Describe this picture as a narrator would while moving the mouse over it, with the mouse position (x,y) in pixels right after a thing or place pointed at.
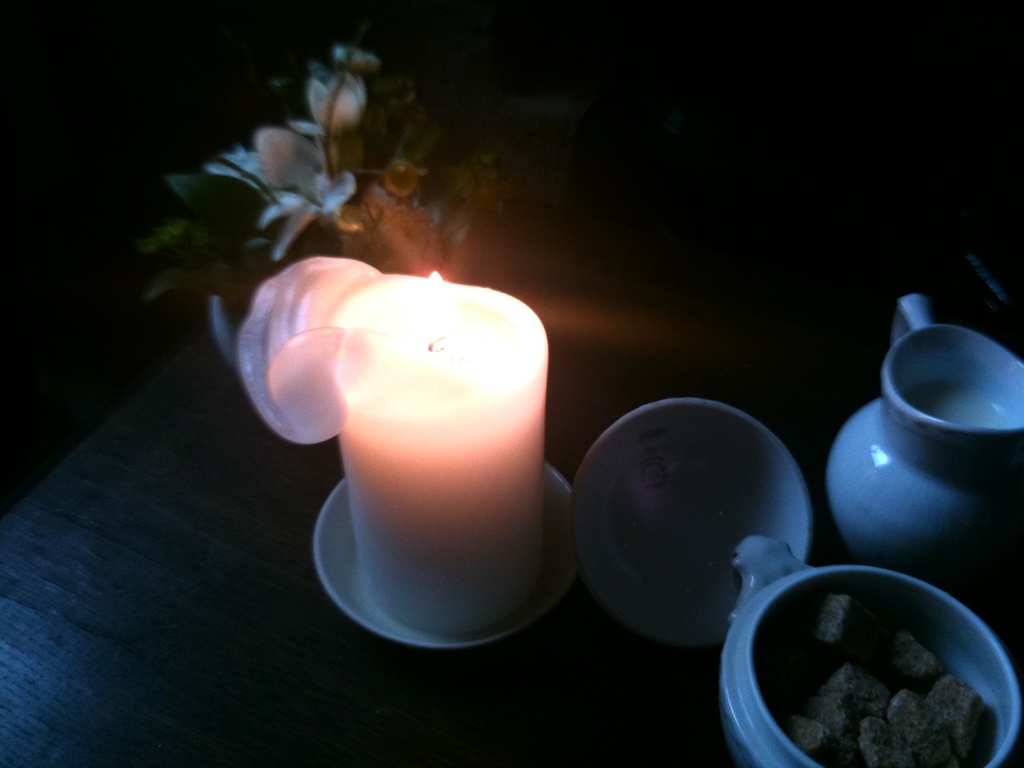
In this image we can see a candle (428,555), bowls (719,592), jug (1014,468) with liquid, flower (296,155), buds (296,155), leaves (419,145), and a mug (946,664) with few objects (962,721) on a wooden platform (549,702).
